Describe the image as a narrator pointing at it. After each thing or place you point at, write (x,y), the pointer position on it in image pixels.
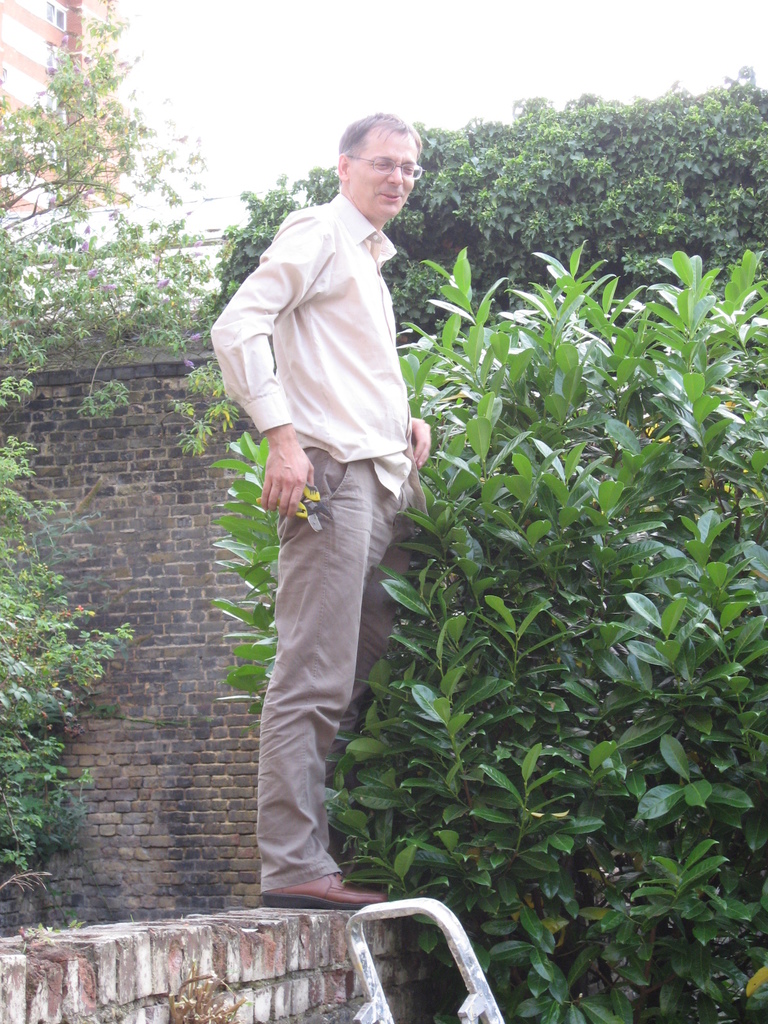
In this picture I can see a person (321,364) standing on the wall (240,950), side there are some trees (554,429) and houses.
